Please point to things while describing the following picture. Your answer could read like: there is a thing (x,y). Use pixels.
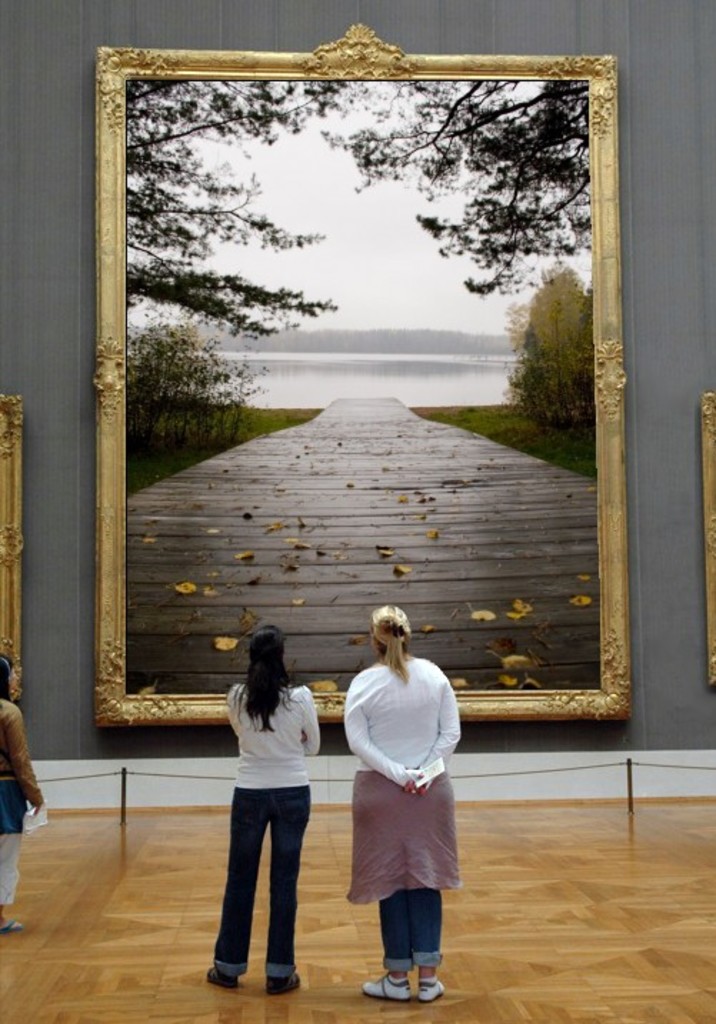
In this image we can see some people (386,701) standing on the floor (331,813). We can also see a large photo frame (357,453) on a wall (26,93) and some poles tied with ropes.
